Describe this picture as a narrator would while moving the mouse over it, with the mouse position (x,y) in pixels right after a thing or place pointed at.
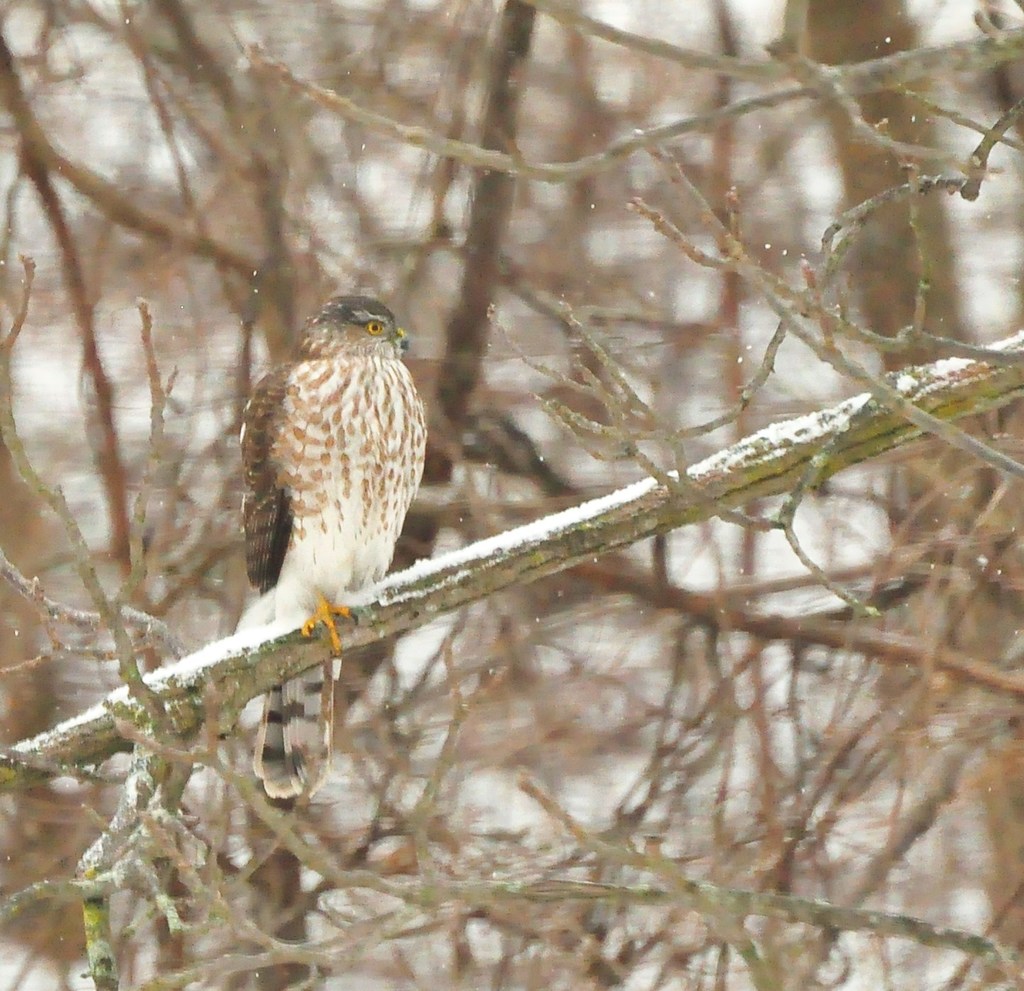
In this image we can see there is a bird (341,594) on a tree (249,685).
